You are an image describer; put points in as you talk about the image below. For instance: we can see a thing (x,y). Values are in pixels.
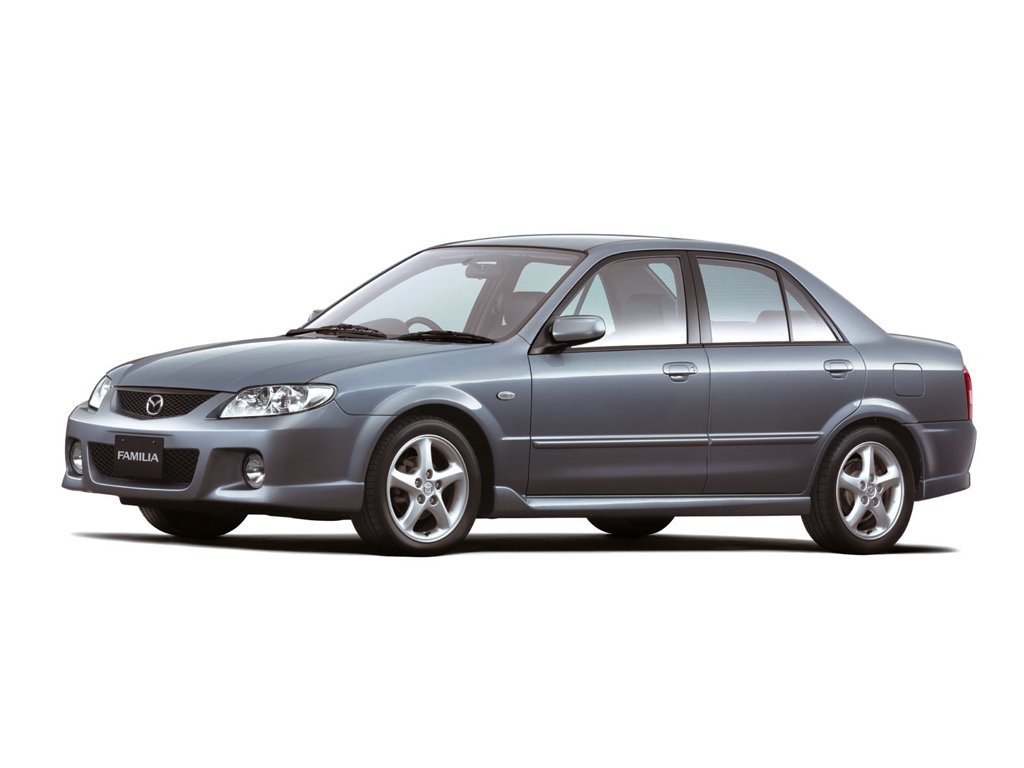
In this image there is a picture of a car (663,387) as we can see in the middle of this image (475,375).
